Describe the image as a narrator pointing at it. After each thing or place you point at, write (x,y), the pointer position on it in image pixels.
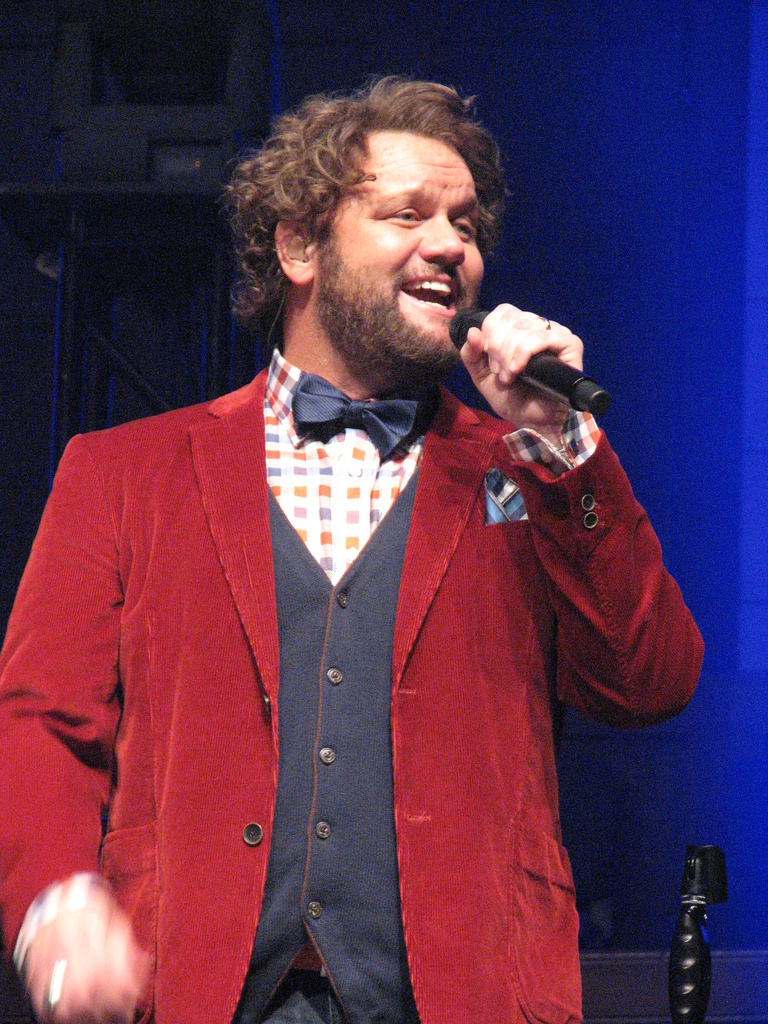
In this image we can see a person (392,438) holding a mic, he is talking, there is an object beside to him, also we can see the wall (658,94), and the background (644,218) is blue in color.
